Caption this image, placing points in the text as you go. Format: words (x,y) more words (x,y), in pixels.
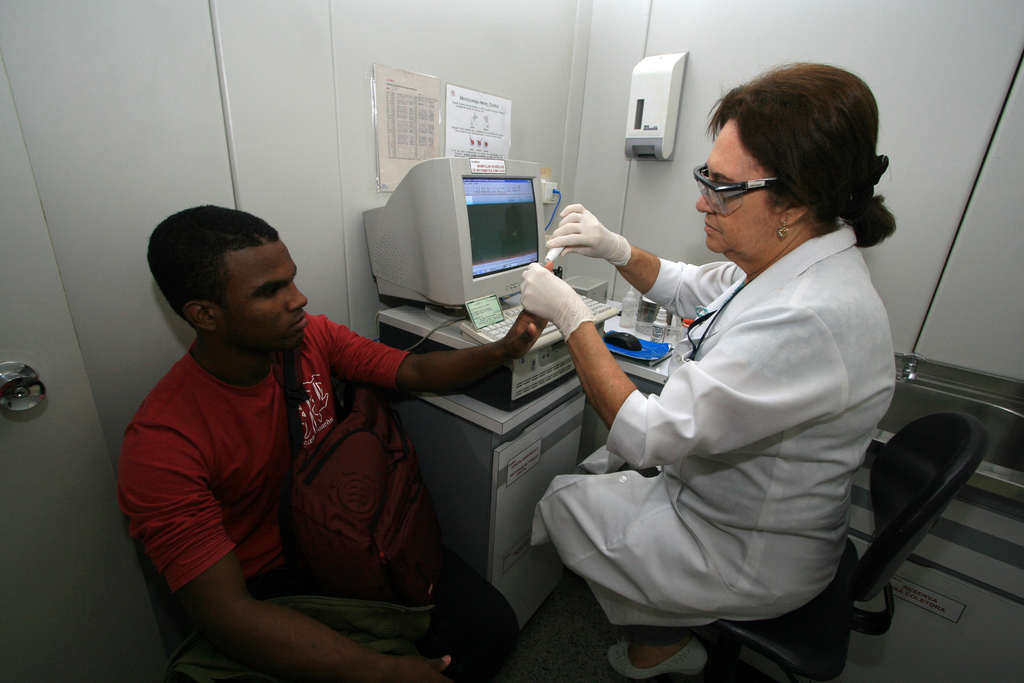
In this picture I can observe two members (807,401). One of them is a woman (709,361) and the other is a man (264,318). Woman (660,404) is sitting on the chair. She is wearing spectacles (719,198) and gloves (608,249) to her hands (608,249). In front of her there is a computer (456,267) placed on the desk (505,446). In the background (507,61) I can observe a wall (501,30).
